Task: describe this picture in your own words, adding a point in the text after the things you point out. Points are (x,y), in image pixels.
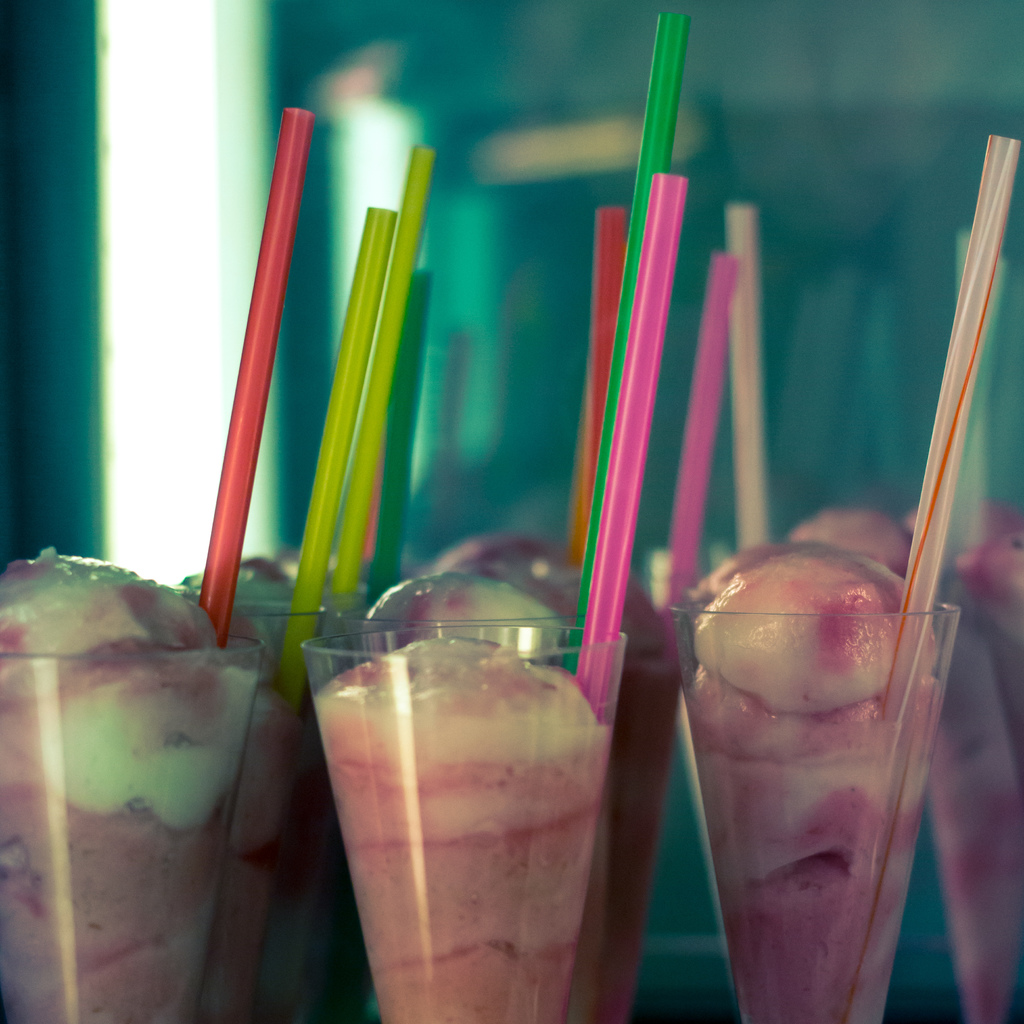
In this image we can see food items (508,614) and straws (589,684) in the glasses (618,692). The background of the image (53,467) is blurred.
